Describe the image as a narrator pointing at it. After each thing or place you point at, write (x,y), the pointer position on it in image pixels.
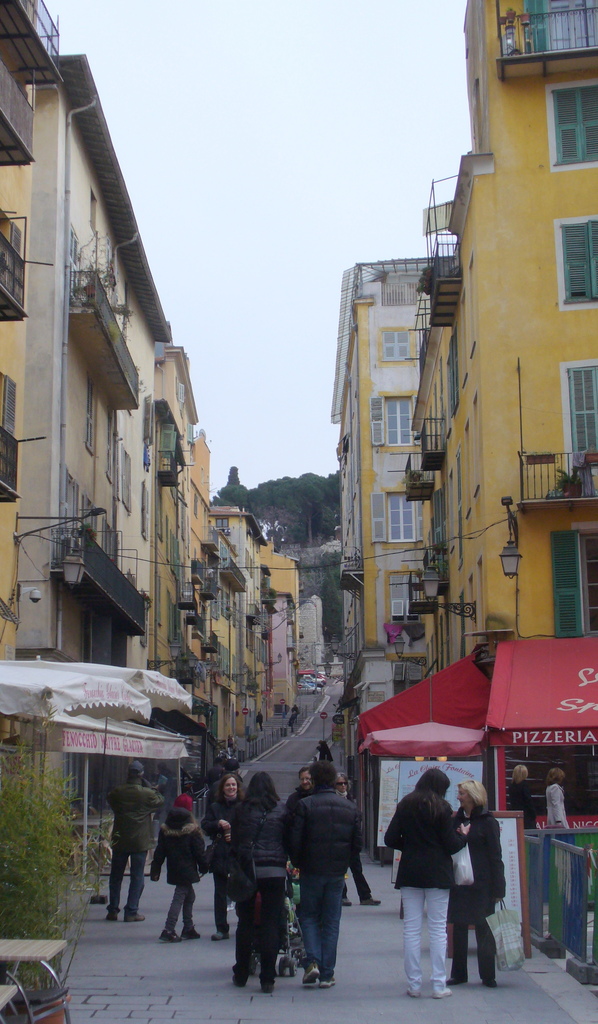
In this image there is a road (194,973) in the middle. On the road (206,983) there are few people (297,840) walking on it. There are buildings (107,390) on either side of the road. On the left side (93,677) there are tents (79,713). On the right side (472,699) there are shops (481,729). At the top (234,196) there is the sky (216,176). On the left side (27,862) bottom there is a plant (49,868).
